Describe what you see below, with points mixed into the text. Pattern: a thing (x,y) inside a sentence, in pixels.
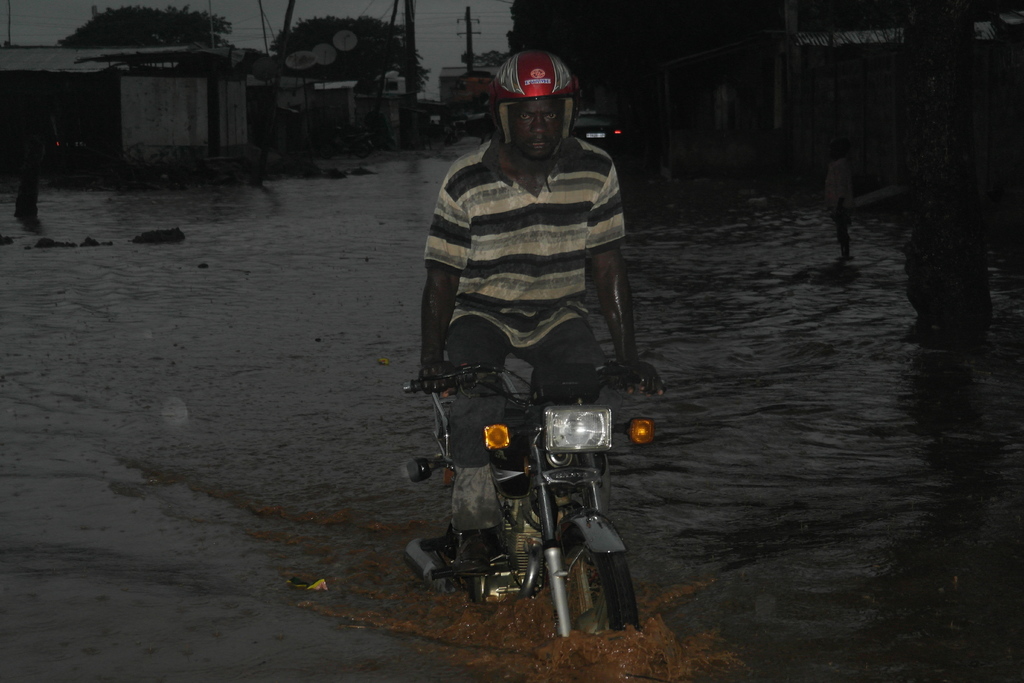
This picture shows a man (465,396) riding a motorcycle (516,552) in the water (211,635). He wore a helmet (555,56) on his head (544,98) and we see houses (175,93), trees (106,34) and a car (608,131) and we see few electric poles (409,61).
